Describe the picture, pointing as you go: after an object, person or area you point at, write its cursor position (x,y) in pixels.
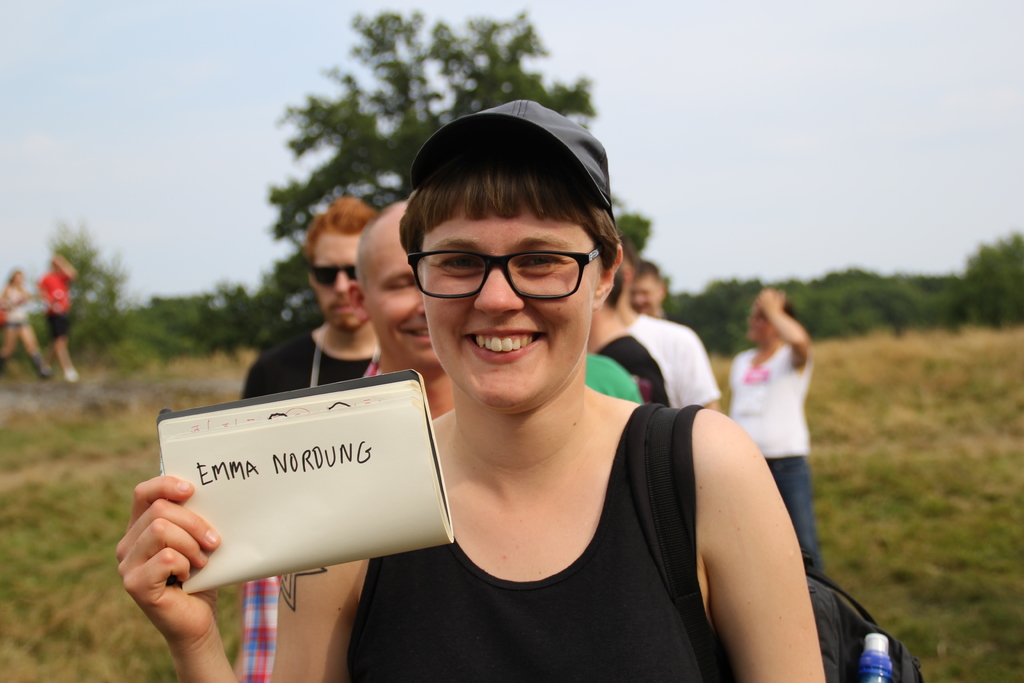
In this picture I can see a woman (526,445) standing and smiling by holding a book (418,455), there are group of people (299,357) standing, there are trees (463,74), and in the background (695,112) there is sky (37,205).
